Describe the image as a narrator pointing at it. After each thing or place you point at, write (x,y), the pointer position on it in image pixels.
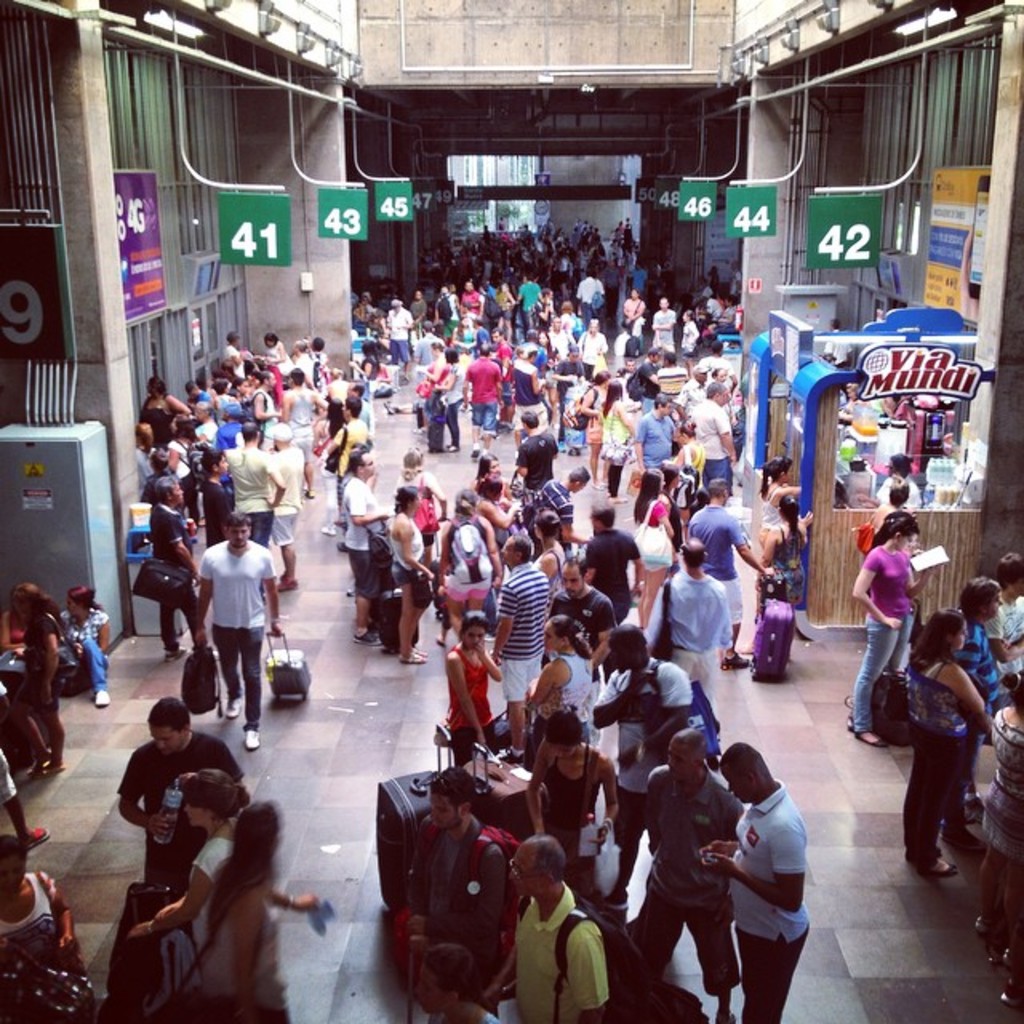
In this image, we can see people (475,729) are on the path (814,798). Here we can see stall (801,478), box (53,513), pipes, boards (5,315), banners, walls (295,308) and few objects (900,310). Here we can see few people (552,893) are holding luggage (619,1002).
